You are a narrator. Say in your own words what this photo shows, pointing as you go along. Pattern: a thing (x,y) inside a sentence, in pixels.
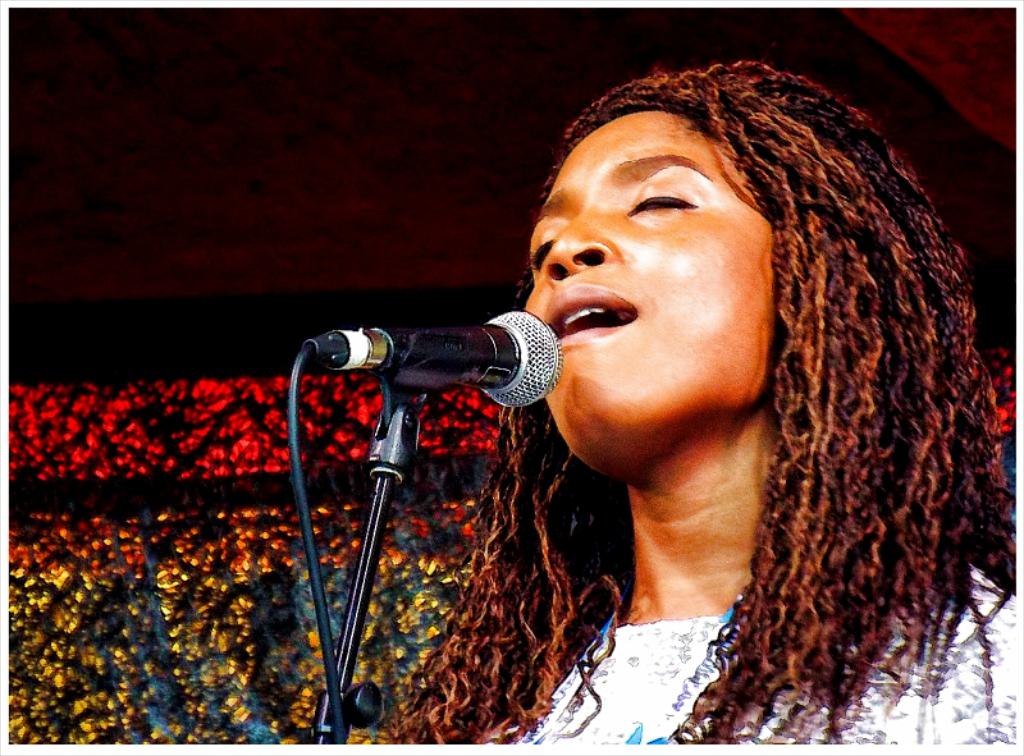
In this image I can see a person (721,682) and the person (530,575) is singing in front of the microphone (524,374) and the person (682,445) is wearing white color shirt (658,711). Background (390,633) I can see few lights (275,542).
